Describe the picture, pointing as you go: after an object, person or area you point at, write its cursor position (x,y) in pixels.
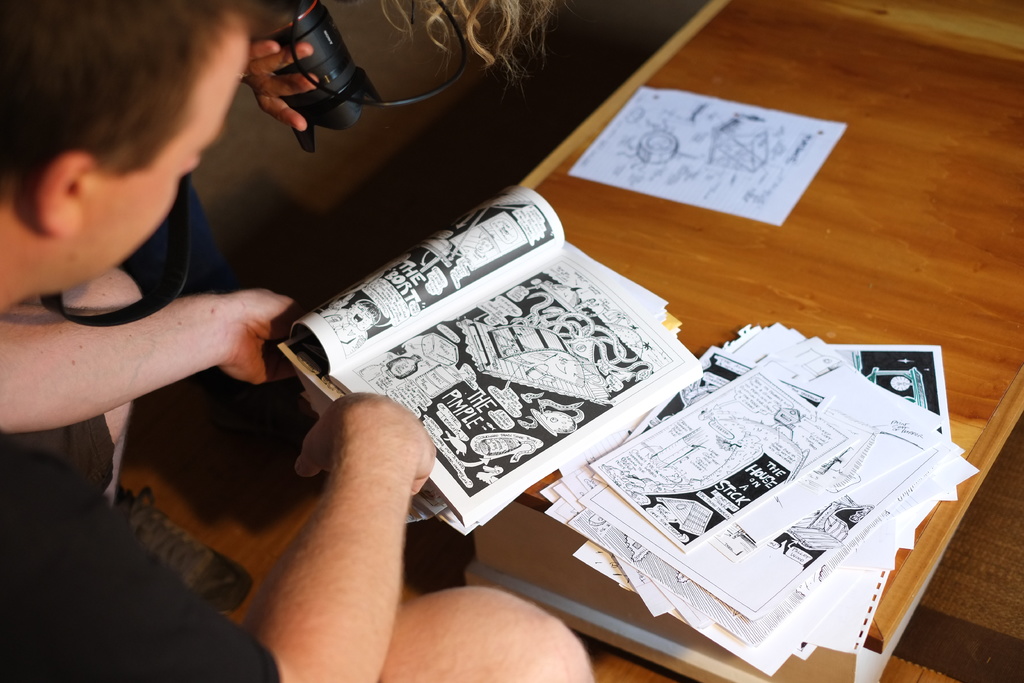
In this image we can see a man (294,565) sitting beside a table (917,537) containing a book (439,450) and some papers (817,475) on it. On the top of the image (281,110) we can see a person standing on the floor (331,253) holding a camera (323,118).
